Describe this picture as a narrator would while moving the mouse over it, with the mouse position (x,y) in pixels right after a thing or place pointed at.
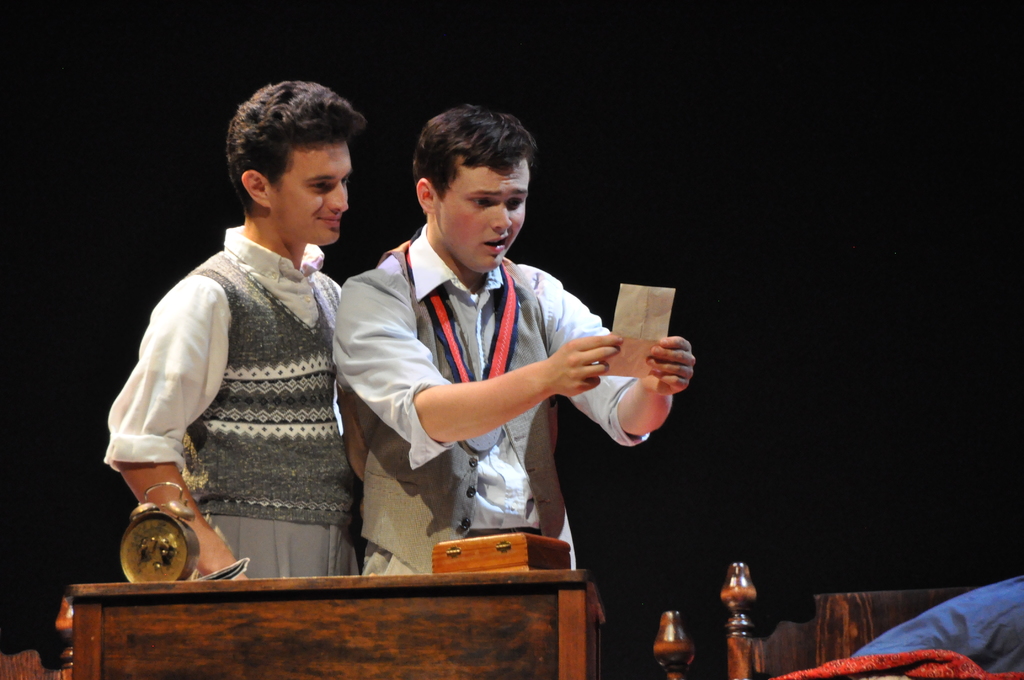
In this image I see 2 boys (337,293) and I see that this boy (505,375) is holding a brown paper (637,344) in his hands (648,375) and I see a table (304,629) over here on which there is a clock (144,529) and a box (447,544) and I see the red and blue color thing (903,641) over here and it is dark in the background (795,333).
